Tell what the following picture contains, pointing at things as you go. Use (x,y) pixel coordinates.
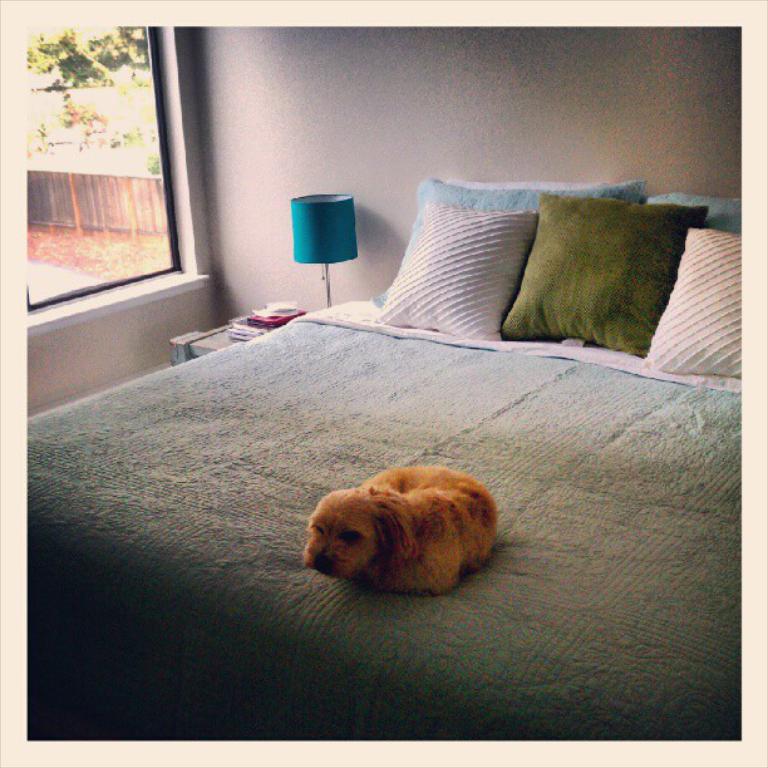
In this image i can see a dog (367,500) sleeping on the bed (297,556), I can see 5 pillows (476,325), a bed sheet (467,373) on the bed (387,423). In the background (445,55) i can see the wall (431,106), the lamp (290,220) and a window (111,201) through which i can see the railing (98,195) and few trees (108,68).
